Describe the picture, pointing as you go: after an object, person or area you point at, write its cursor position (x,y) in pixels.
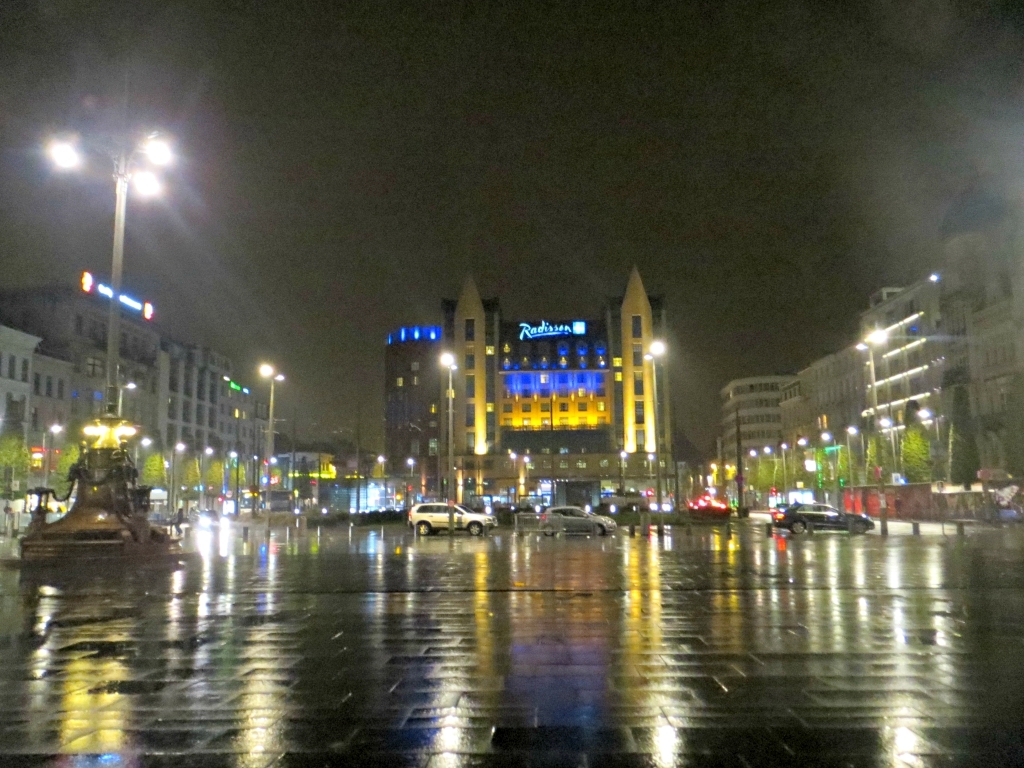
In this picture I can see buildings (597,446), few cars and I can see boards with some text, few pole lights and I can see sky (573,207).
